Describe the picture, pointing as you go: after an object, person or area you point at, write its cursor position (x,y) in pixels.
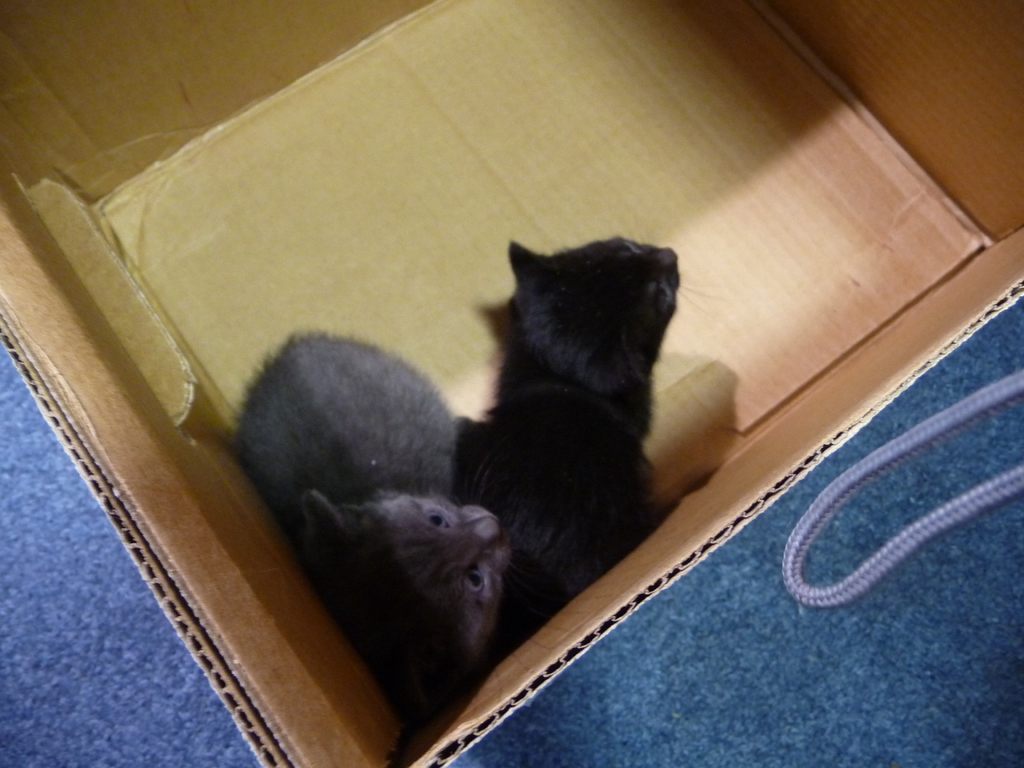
In the image there is a box (683,287). In the box (435,327) there are two cats (668,257).
